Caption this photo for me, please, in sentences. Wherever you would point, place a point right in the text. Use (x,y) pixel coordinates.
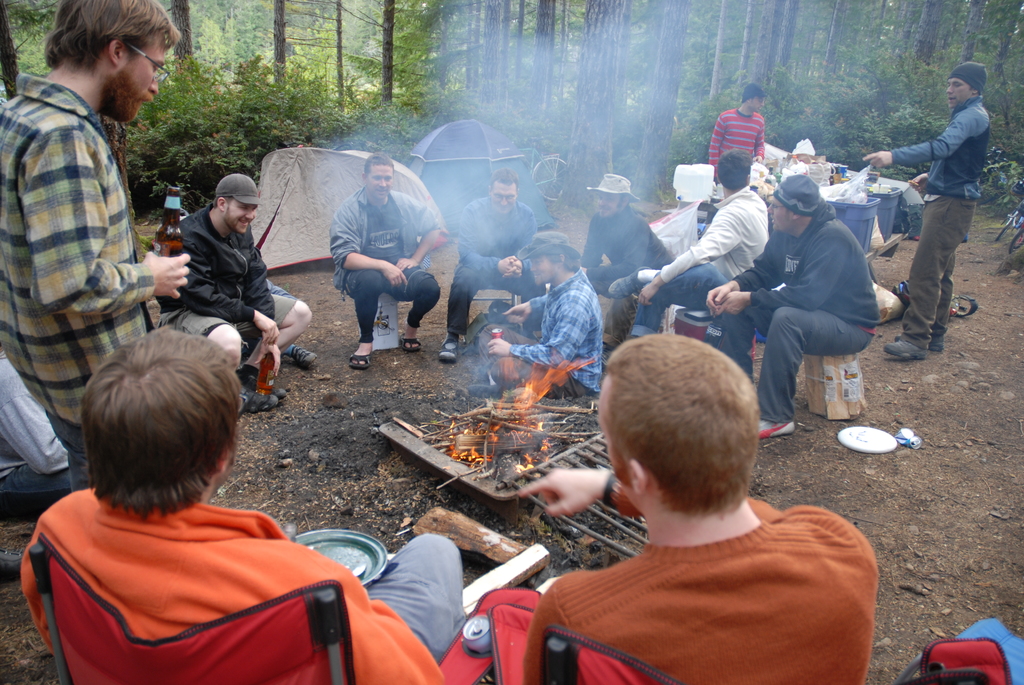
In this image we can see the persons (470,249) sitting on the objects (846,413) on the land (887,499). We can also see the wooden sticks (566,411), grill (580,524) and also the fire (543,390). In the background (560,64), we can see many trees (550,125). We can also see the camping tents (450,142), a bicycle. There is also a man (129,247) holding the alcohol bottle (163,226) and standing on the left (56,287). In the background (853,212), we can see some bins (848,205) with covers (837,184) and some items (781,167).
